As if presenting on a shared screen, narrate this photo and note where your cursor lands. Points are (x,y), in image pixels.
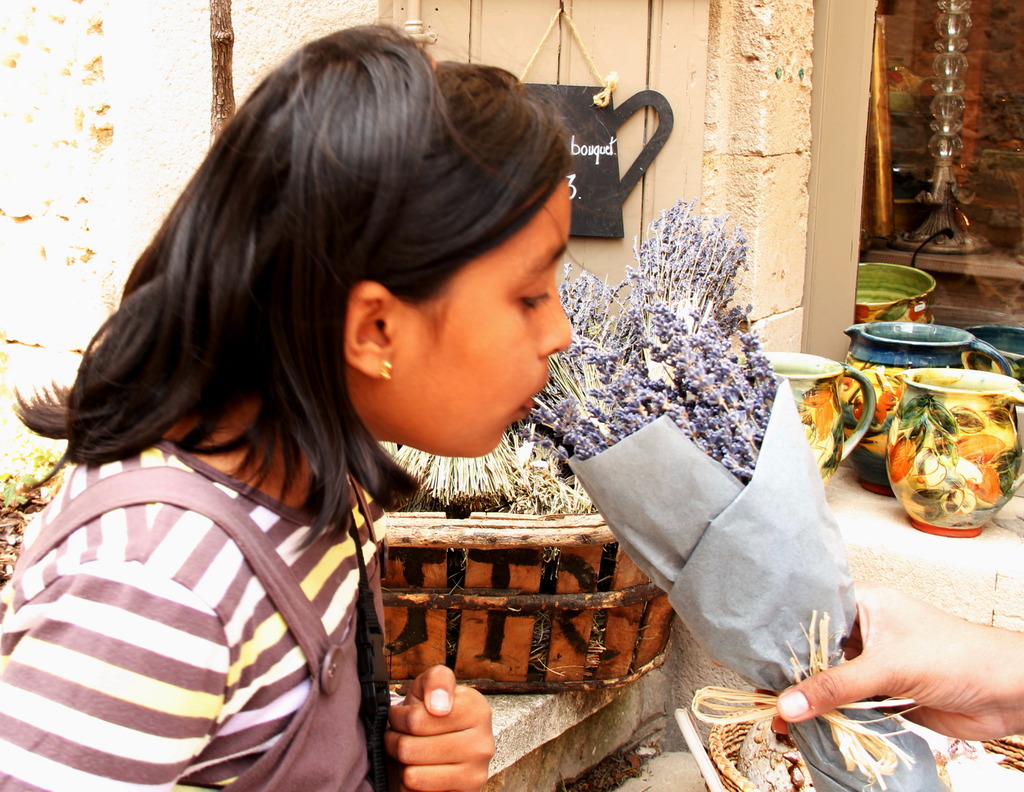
In this image I can see a girl (410,475) smelling flowers (633,390). A person (829,691) is holding a flower bouquet (816,483). There are jugs (920,385), basket (609,597) and other items (991,756) at the back (620,569).
